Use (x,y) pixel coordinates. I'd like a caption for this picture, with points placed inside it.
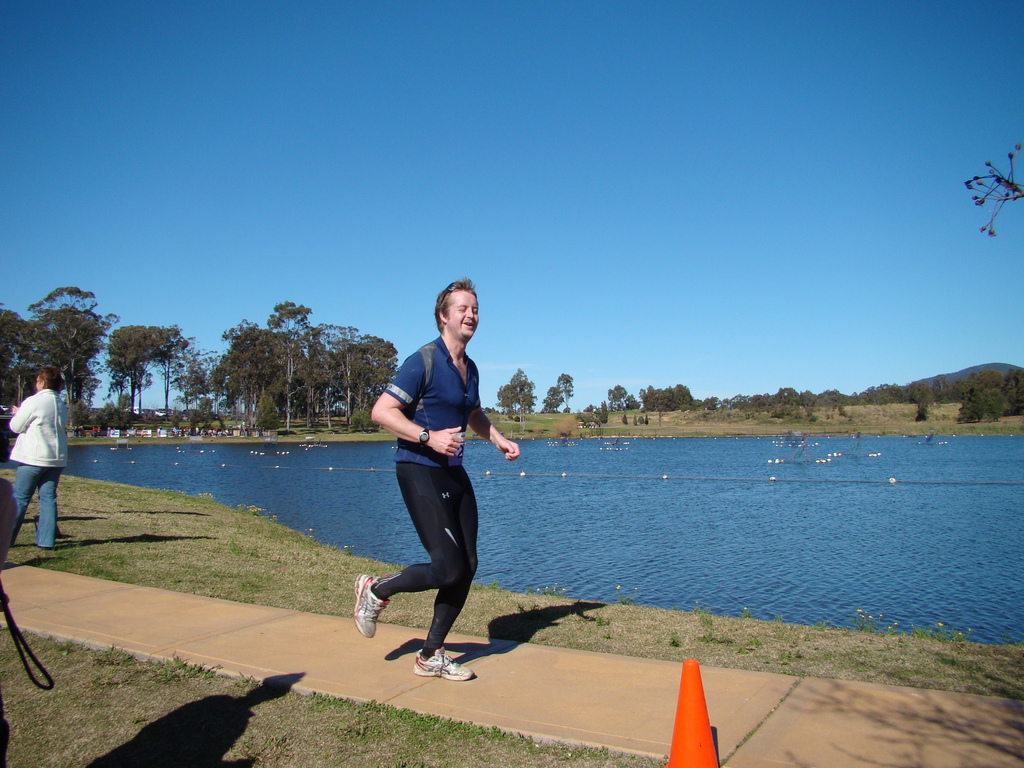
In the center of the image (414,468) we can see a man (386,591) running. At the bottom (676,742) we can see a traffic cone (690,708). On the left (17,532) there is a person (16,531). In the background (681,586) there is a river (703,515) and we can see trees (995,404). There is a hill (935,377). At the top (428,153) there is sky (410,149).
